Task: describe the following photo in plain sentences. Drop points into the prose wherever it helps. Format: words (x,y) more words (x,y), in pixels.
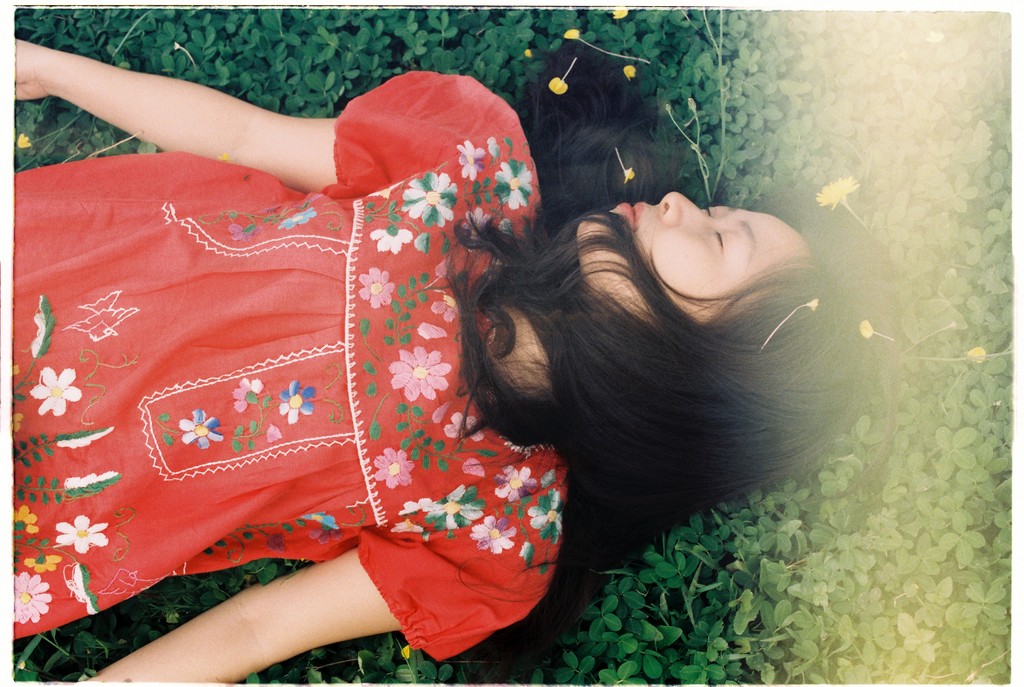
This picture shows a woman (495,206) laying on the plants (997,360). she wore red dress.
